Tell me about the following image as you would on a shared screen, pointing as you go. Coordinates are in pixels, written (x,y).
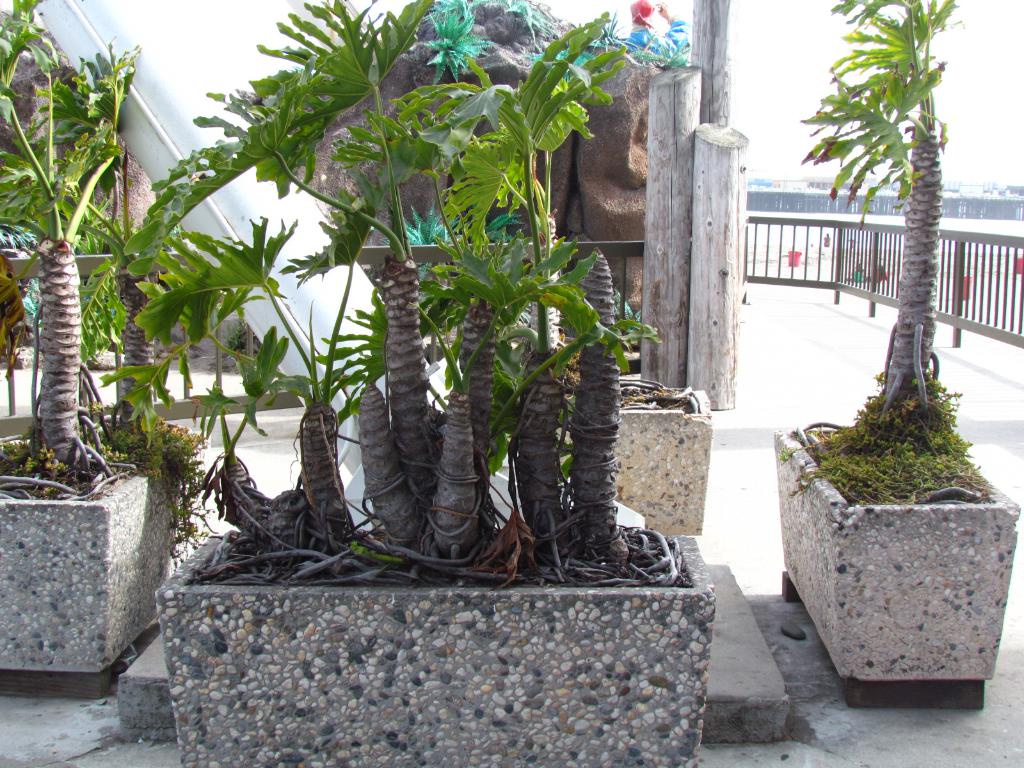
In the center of the image (586,282) we can see the carving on the stone (559,212), plants (574,105), logs (724,136) and a person (649,43) is standing and holding an object (659,4). In the background of the image (780,294) we can see the railing (999,237), pipe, pots (10,526), plants (531,519), floor (781,310), fence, buckets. In the top right corner (1020,115) we can see the sky (961,83).
